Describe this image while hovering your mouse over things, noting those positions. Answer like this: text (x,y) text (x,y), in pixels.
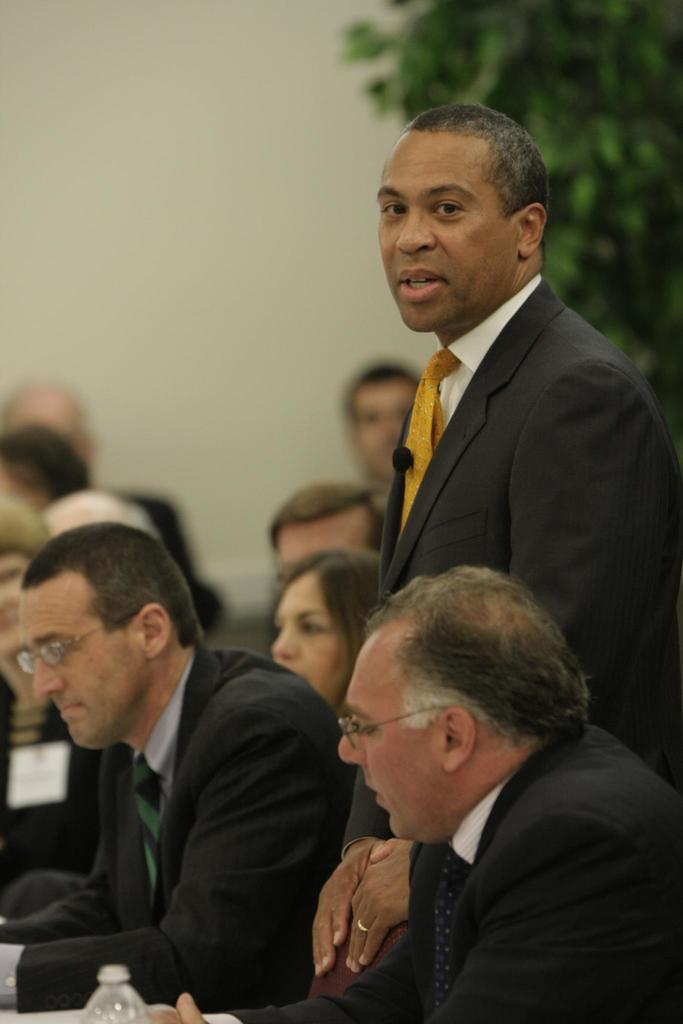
In this image there is a person (609,523) standing, there are group of people (39,403) sitting, and in the background (422,365) there is a plant (604,55), wall (148,357).
